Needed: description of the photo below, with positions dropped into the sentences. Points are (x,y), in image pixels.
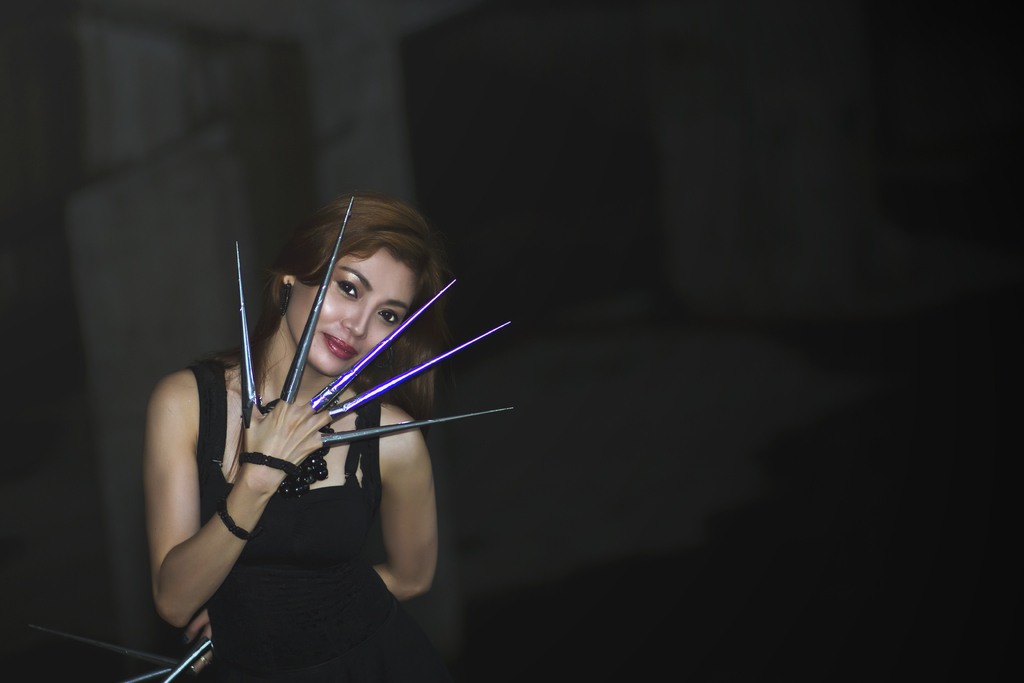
In this image we can see women (285,450) standing and wearing some accessories (347,434) to her fingers (279,405).
